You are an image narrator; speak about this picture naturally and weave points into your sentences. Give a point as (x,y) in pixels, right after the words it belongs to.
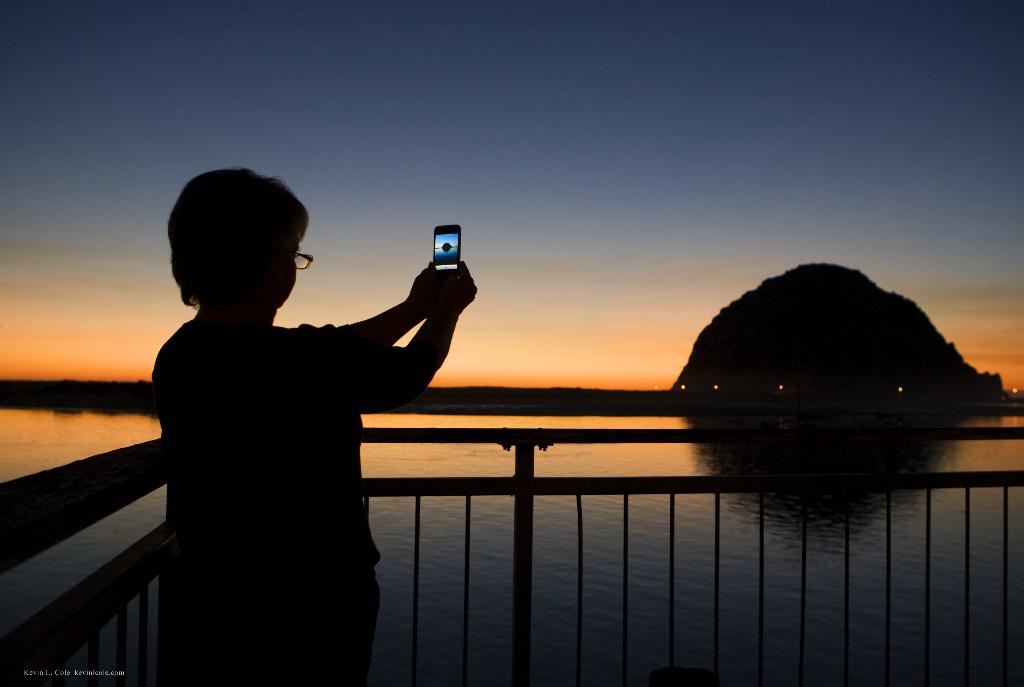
On the left side of the image (280,472) there is a person (277,468). On the right side of the image (867,396) there is a hill (833,370). In the center (637,436) there is a fencing (525,460). In the background (772,134) there is a sky (638,157) and water (618,457).
